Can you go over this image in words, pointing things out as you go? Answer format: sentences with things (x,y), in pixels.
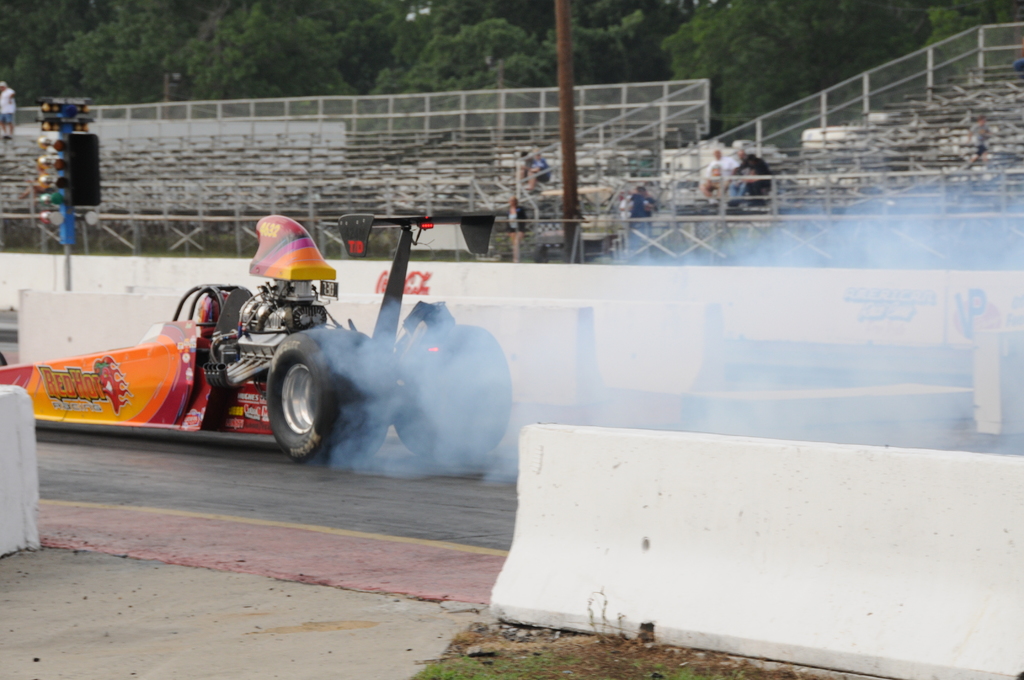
In this image I can see a vehicle (290,295) which is in orange and yellow color, at back (432,184) I can see few poles (69,236), chairs (190,156) and some persons (740,184) sitting, at back (726,19) I can also see trees (707,47) in green color.
